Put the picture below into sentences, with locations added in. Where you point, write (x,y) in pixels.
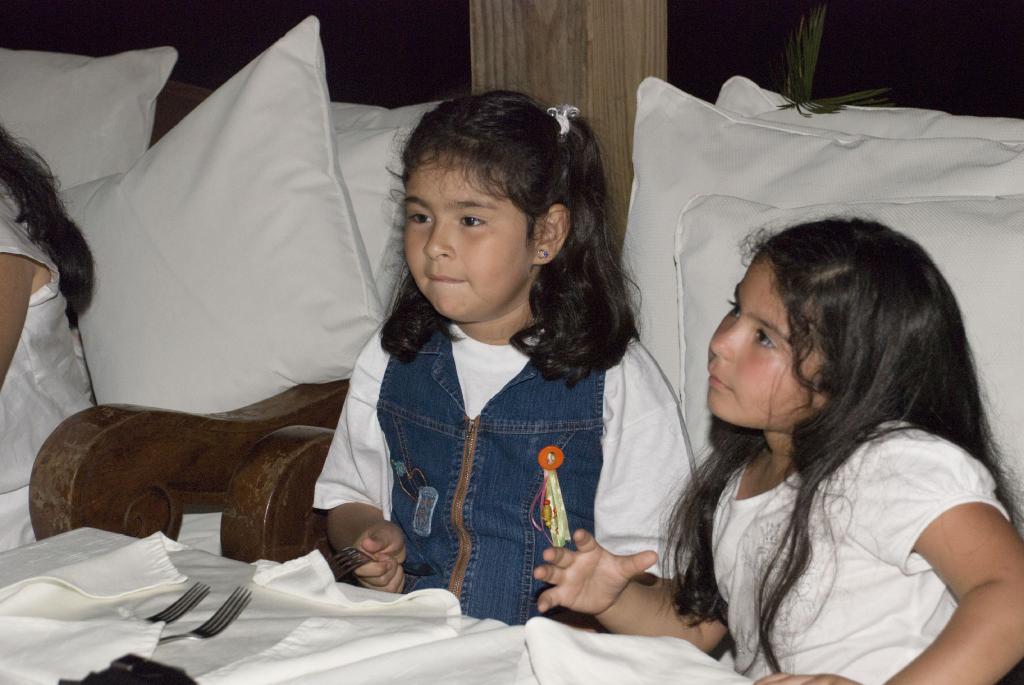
in this image we can see girls (723,470), sitting on the sofas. In the background (172,310) we can see pillows (991,306) and a wooden pole (528,8). At the bottom of the image (80,606) we can see forks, napkins (117,638) on the table (224,655).
